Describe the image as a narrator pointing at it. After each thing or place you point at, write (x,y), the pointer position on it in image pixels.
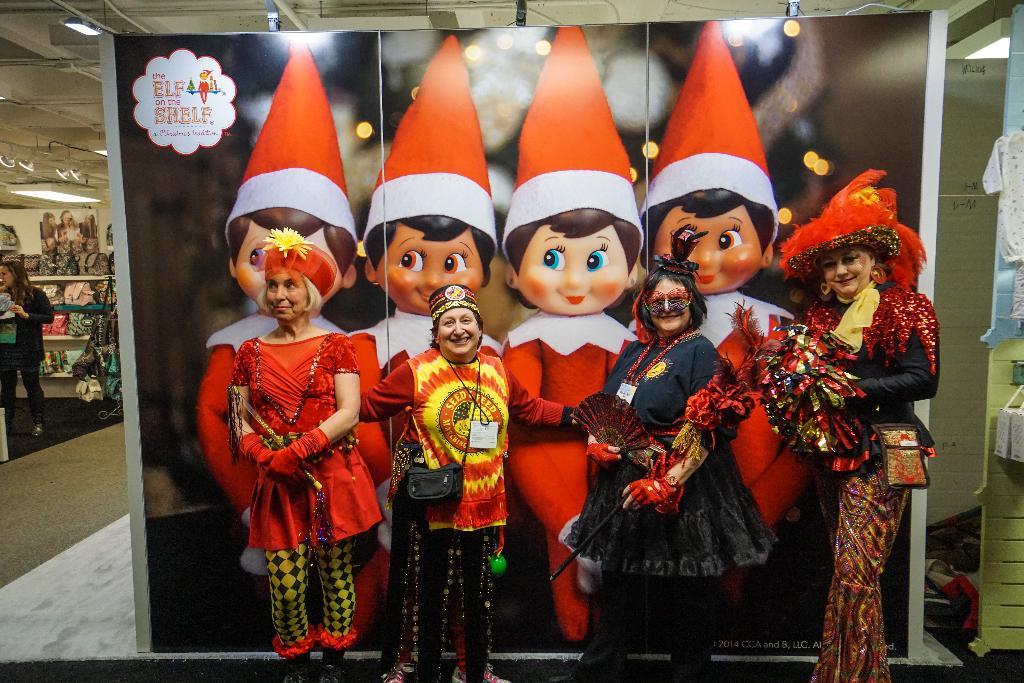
In this image we can see four women (900,348) wearing costume (452,544) are standing on the floor (134,671). One woman (448,414) is wearing a bag (453,478) and cap (457,304). In the background (35,320), we can see a woman (26,332) in black dress (26,354) standing, a banner (913,222), group of bags (70,299) placed in a rack (54,345), a group of lights (66,198) and clothes (939,620).
